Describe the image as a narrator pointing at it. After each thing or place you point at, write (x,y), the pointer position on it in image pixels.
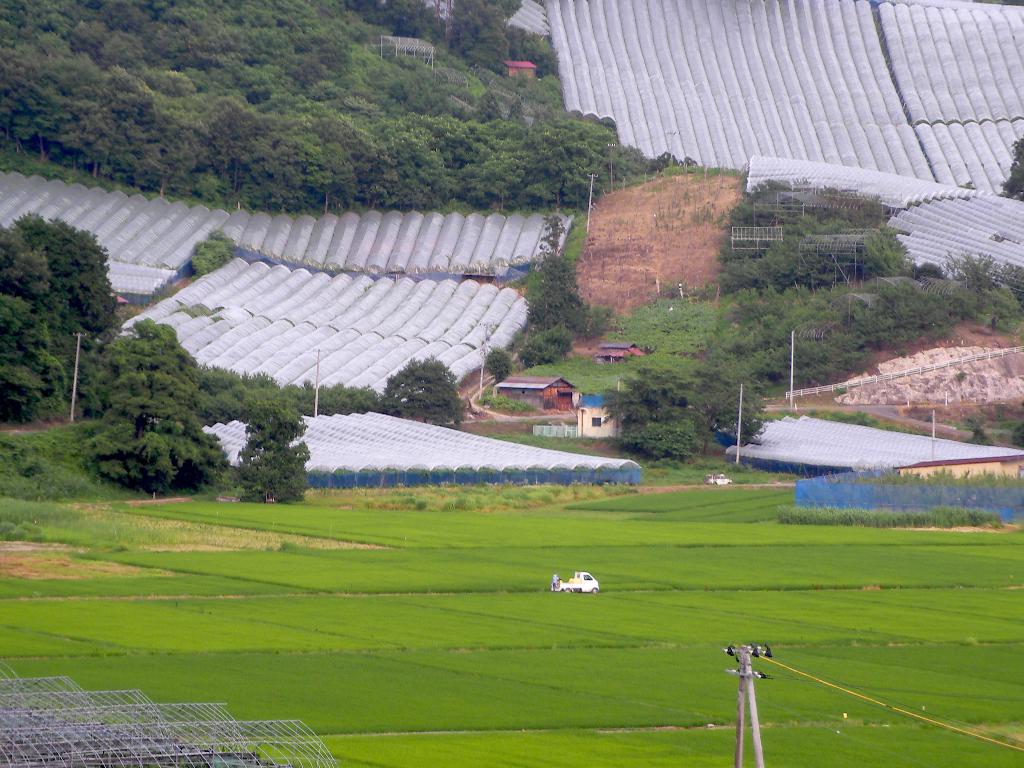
In this picture i see trees (335,167) and few houses (585,419) and a mini truck (581,583) and few shelters (930,256) for nursery (765,138) and grass (445,579) on the ground (713,641).
